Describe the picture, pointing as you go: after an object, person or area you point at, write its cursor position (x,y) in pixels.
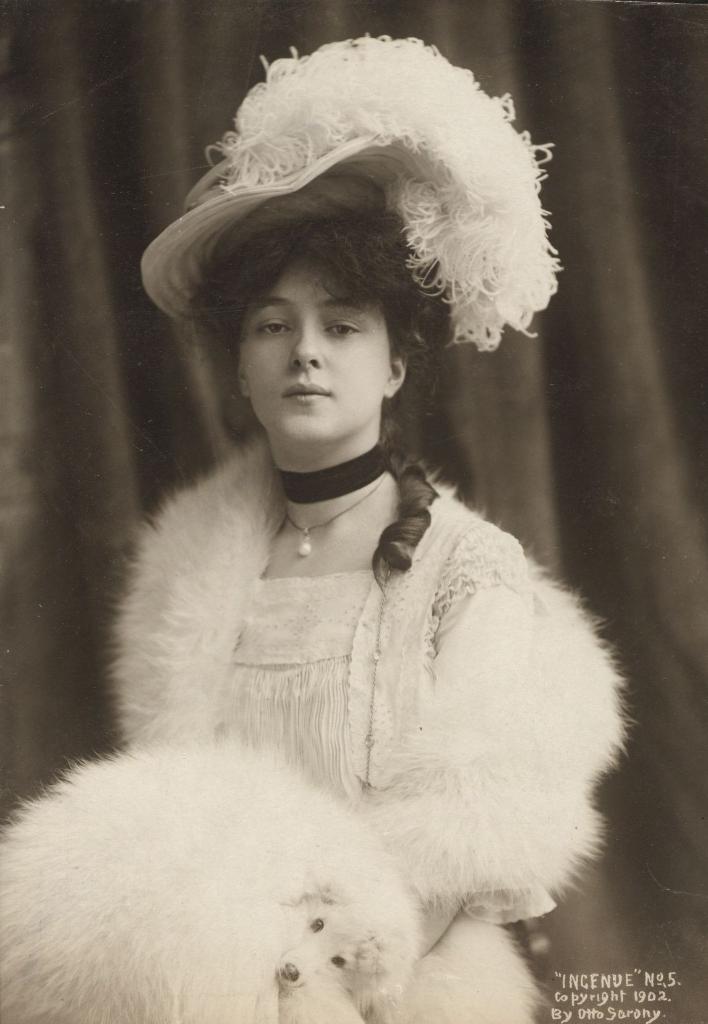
In the image there is a lady (335,677) with white dress (351,663) and white jacket (183,596) is holding the white dog (295,914) in her hand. To her neck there is a black belt (295,489) and a chain (303,532). On her head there is a hat (413,81). Behind her there is a black curtain (605,508). And to the right bottom of the image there something written on it.
